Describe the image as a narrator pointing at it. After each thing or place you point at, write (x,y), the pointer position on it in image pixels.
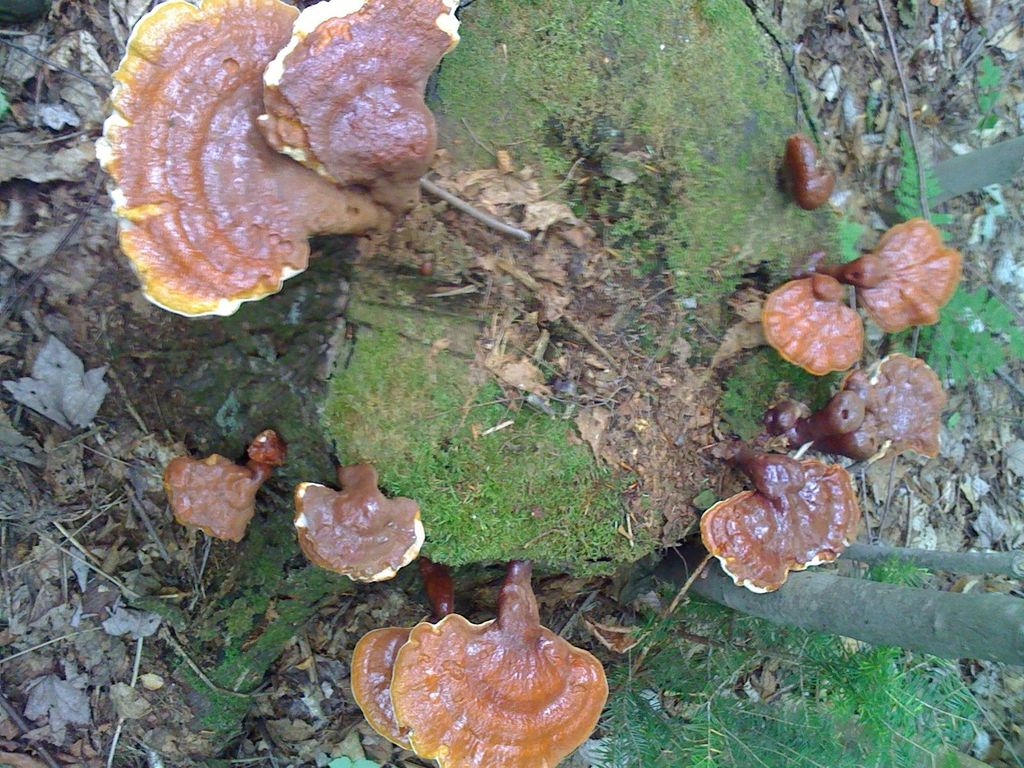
In this image we can see there are some mushroom (279,71) on the ground (512,294) surrounded by some grass (483,419).
